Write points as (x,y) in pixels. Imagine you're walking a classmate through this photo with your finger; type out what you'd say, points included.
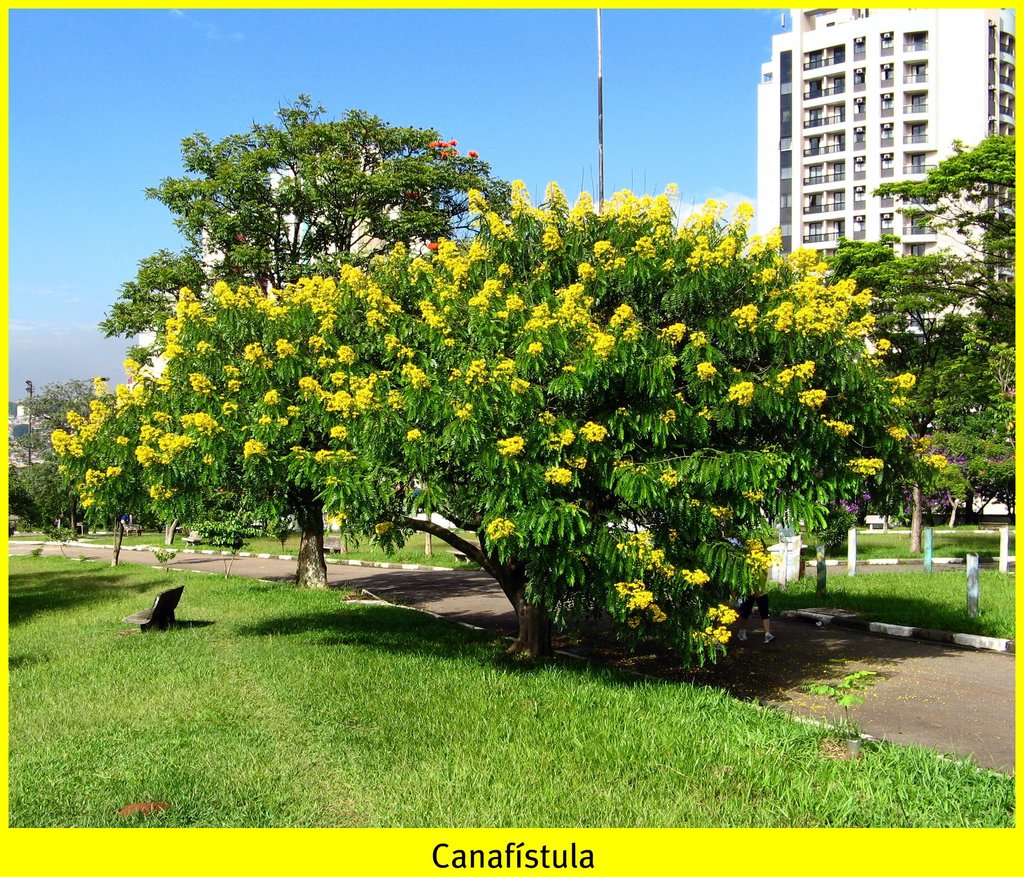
In this image we can see a tree (432,309) with flowers (506,436) and there is an object (171,615) on the grass (434,801) on the ground (266,653). In the background (301,257) we can see road (829,675), trees (312,246), poles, buildings (864,40) and clouds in the sky (358,98).
